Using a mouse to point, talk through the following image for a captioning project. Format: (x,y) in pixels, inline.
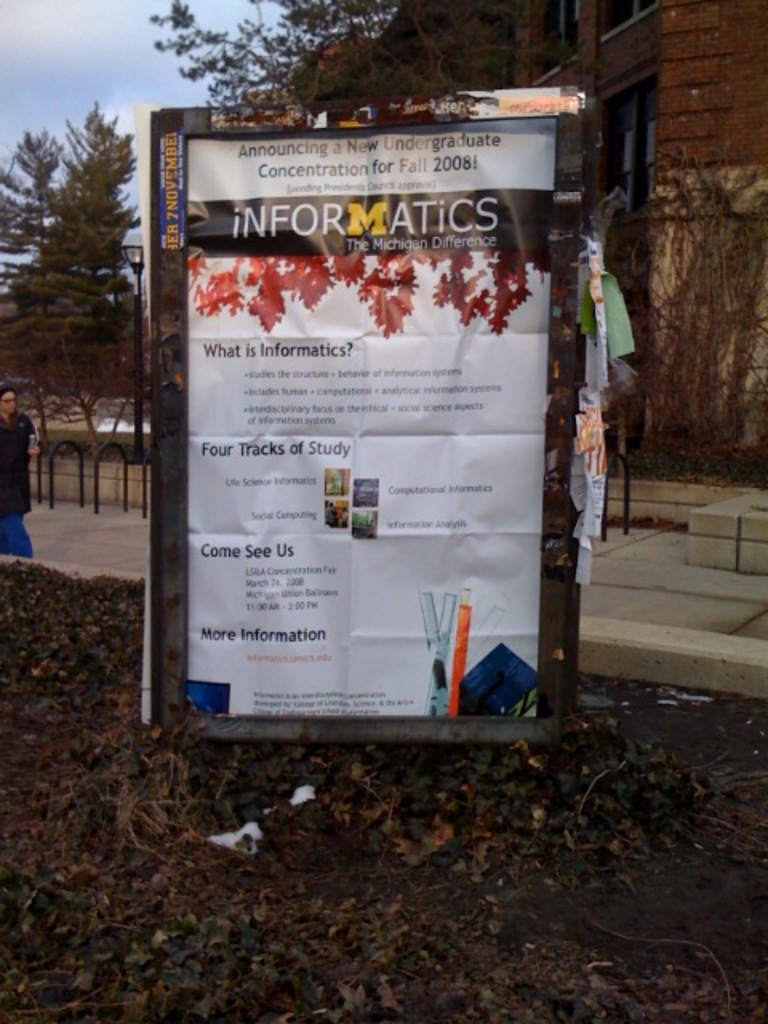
This picture is clicked outside. In the foreground (252,844) we can see the leaves (110,788) seems to be lying on the ground (364,950) and we can see the text (323,355) and the depictions (273,313) of leaves (396,318) and the depictions (360,526) of some objects (370,494) on the banner (545,165). In the left corner (17,426) there is a person (19,462) holding an object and walking on the ground (68,553). In the background (67,83) we can see the sky (109,58), trees (69,308), lamp post (139,314), metal rods (82,472), building (670,90) and some objects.
